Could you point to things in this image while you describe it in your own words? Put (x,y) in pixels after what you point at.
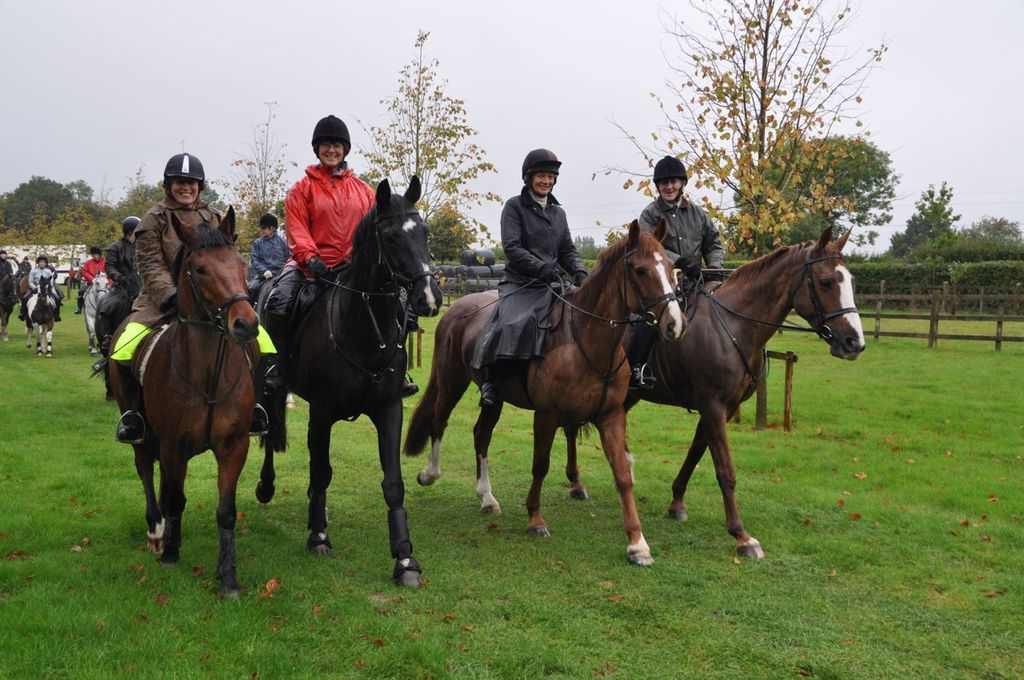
In this picture I can see the grass (969,426) and on the grass (62,327) I see number of horses (230,301) on which there are persons (187,217) who are sitting and in the background (58,206) I see number of trees (737,194), wooden fencing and the sky (502,26) and I see that the persons (300,218) in the front of this image (519,217) are smiling.
